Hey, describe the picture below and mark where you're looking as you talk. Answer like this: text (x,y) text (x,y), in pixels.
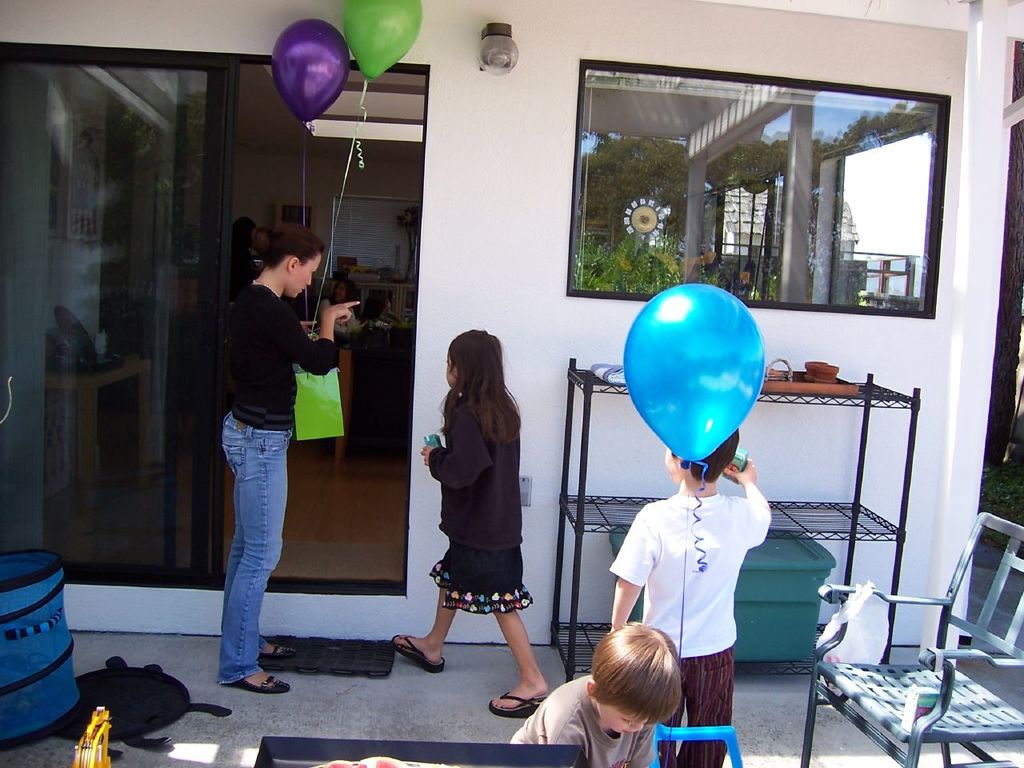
In this picture we can see a woman (258,391) and three kids (503,487), on the left side (24,439) there is a glass door (29,374), on the right side (818,397) we can see a rack (805,404), a chair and a glass (804,275), we can see reflection (622,249) of plants (641,181) and the sky (832,122) on this glass (824,218), a woman (334,356) in the middle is holding balloons (365,54), in the background (390,189) there is a wall (354,187), we can see two more persons (248,222) in the background (343,291), there is a blue color balloon (703,373) in the front (693,374), at the left bottom (8,571) there is a bag (30,667).
